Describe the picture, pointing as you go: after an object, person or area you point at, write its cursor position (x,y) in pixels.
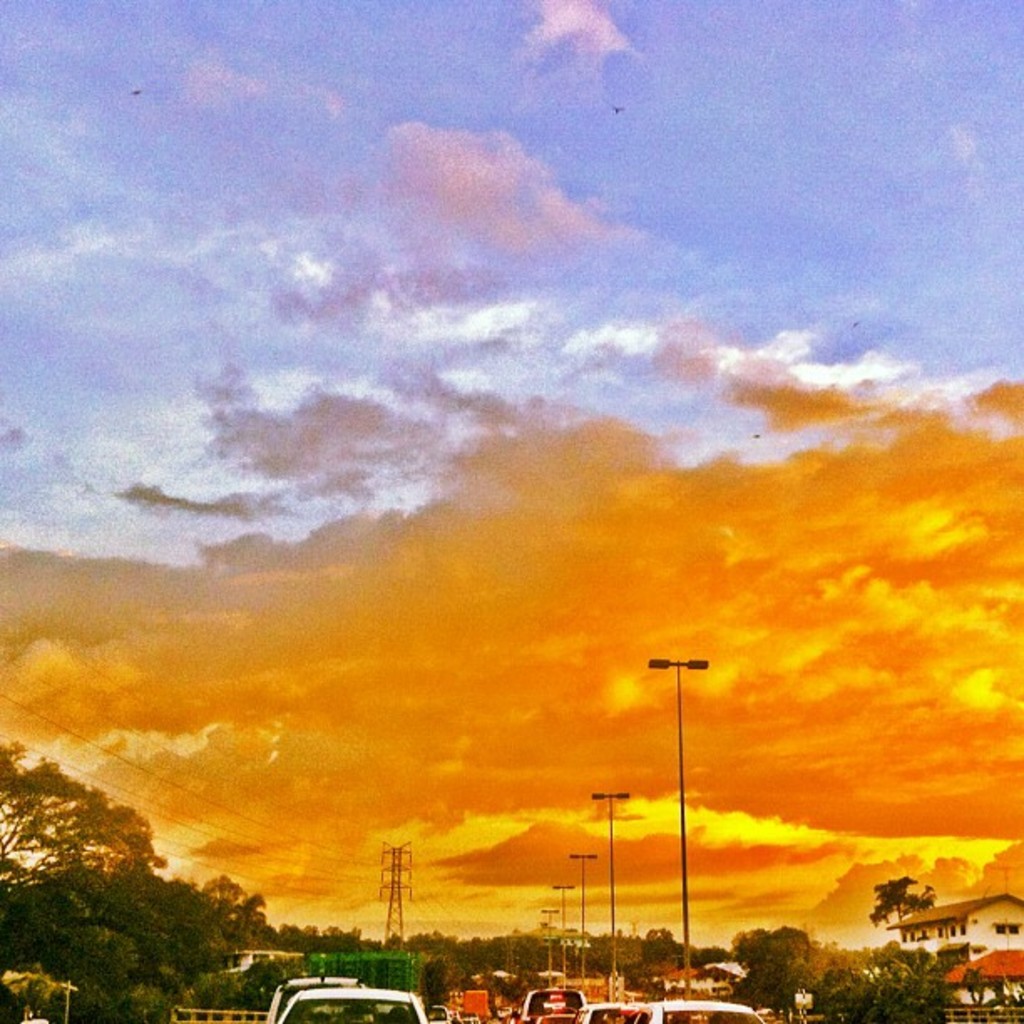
In this image, we can see some vehicles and trees (600,950). There are trees (891,974) at the bottom of the image (887,992). There is a shelter house (947,918) in the bottom right of the image (983,971). In the background of the image (701,334), there is a sky (652,342).
